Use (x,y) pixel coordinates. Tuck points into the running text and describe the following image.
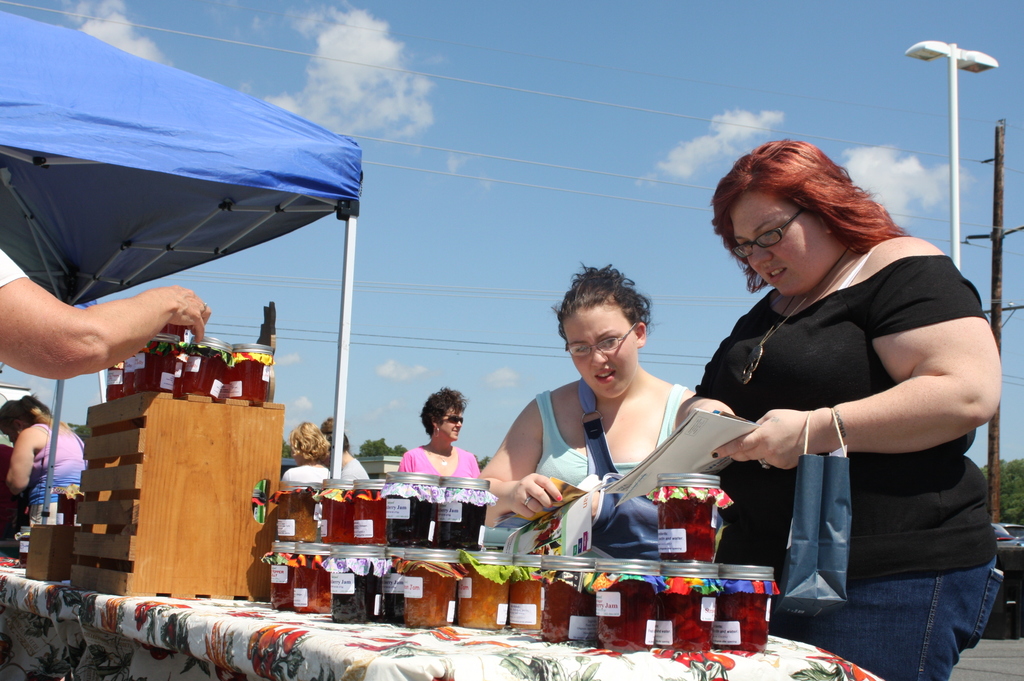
In this image, we can see few containers (489,569) with stickers (735,641) are placed on the flower printed cloth (376,659). Here we can see wooden objects (119,541). In the middle of the image (576,444), we can see few people (853,511). Here two women (777,500) are holding some objects (647,484). On the left side (67,364), human hand (72,332), cloth (83,205) and rods (100,388). Background (375,318) there is a sky (477,385), poles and trees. On the right side of the image (988,660), we can see vehicle (1010,528) and road (992,645).
